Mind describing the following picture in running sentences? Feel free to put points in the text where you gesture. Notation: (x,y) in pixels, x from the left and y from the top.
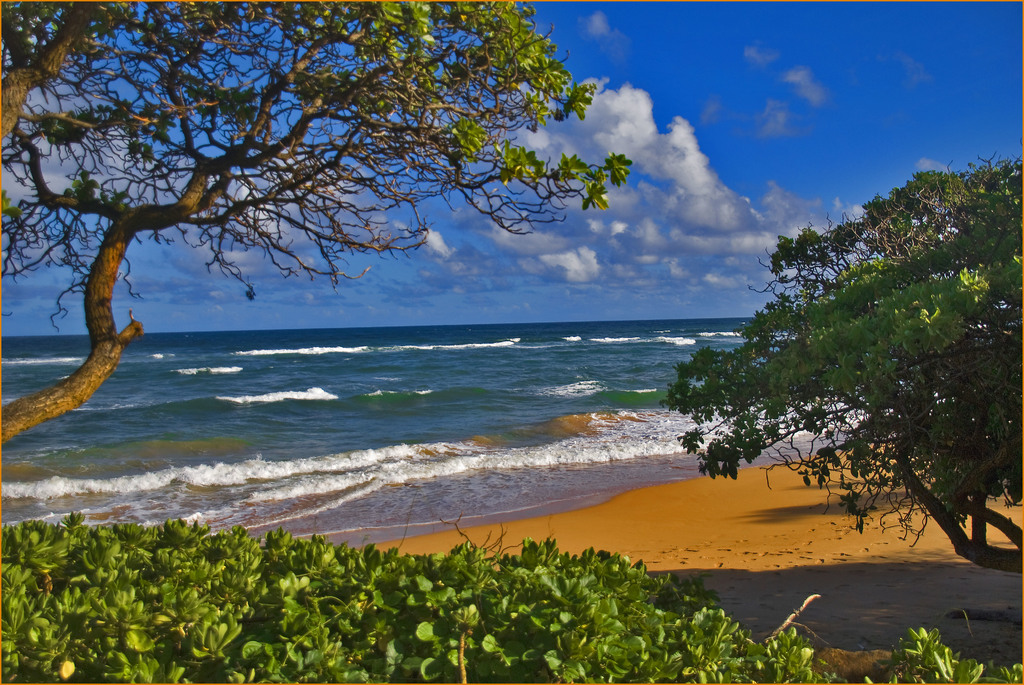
In this image we can see a large water body (456,409). we can also see some trees (116,343), plants (374,602) and the sky (614,242) which looks cloudy.
